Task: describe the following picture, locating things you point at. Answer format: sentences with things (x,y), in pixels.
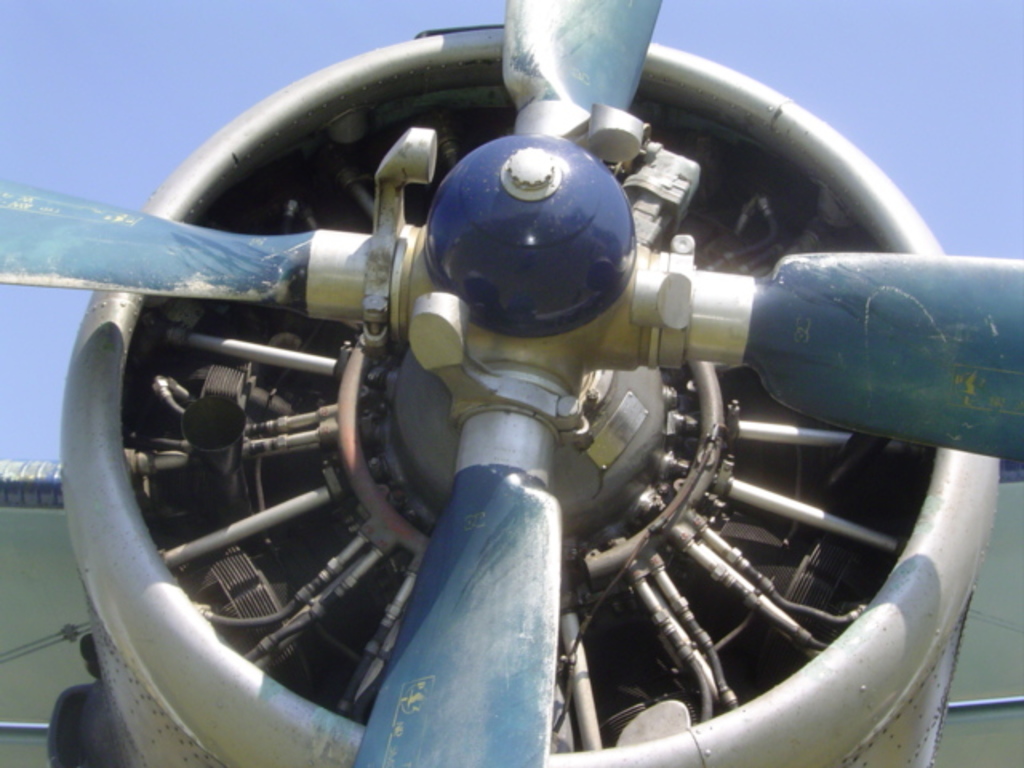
This is the picture of a object (646,458) to which there are some wings (21,729) and some other objects (531,383).
